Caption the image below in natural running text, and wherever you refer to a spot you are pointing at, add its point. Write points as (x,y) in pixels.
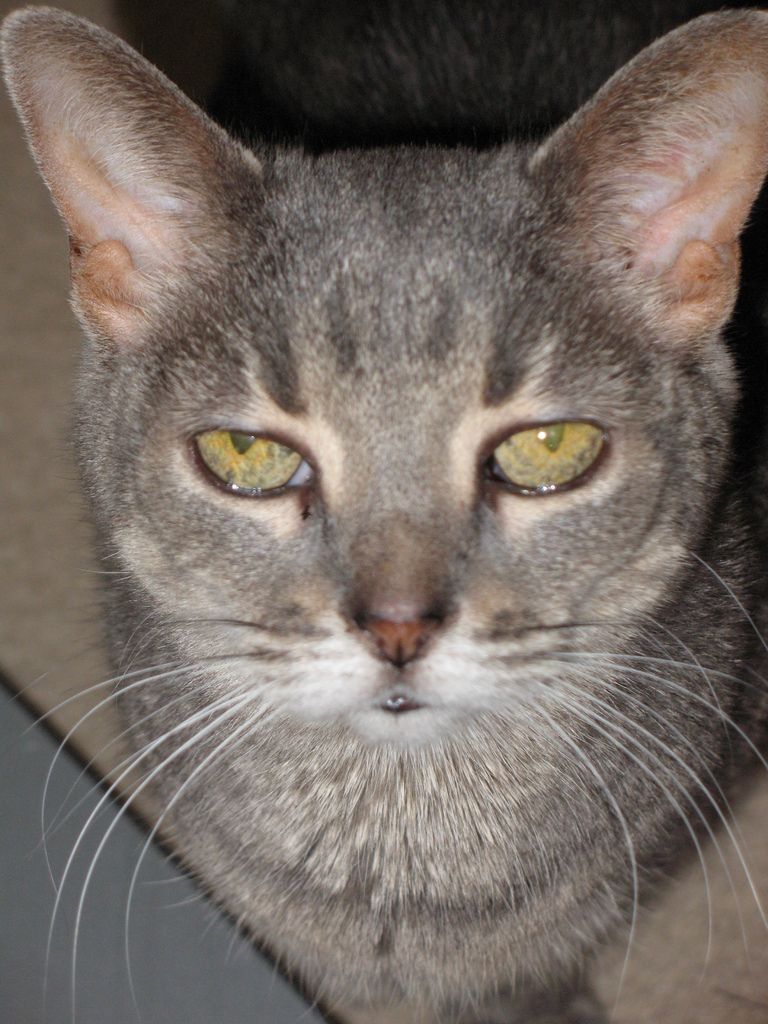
In this picture, there is a cat (472,499) which is in grey in color.
